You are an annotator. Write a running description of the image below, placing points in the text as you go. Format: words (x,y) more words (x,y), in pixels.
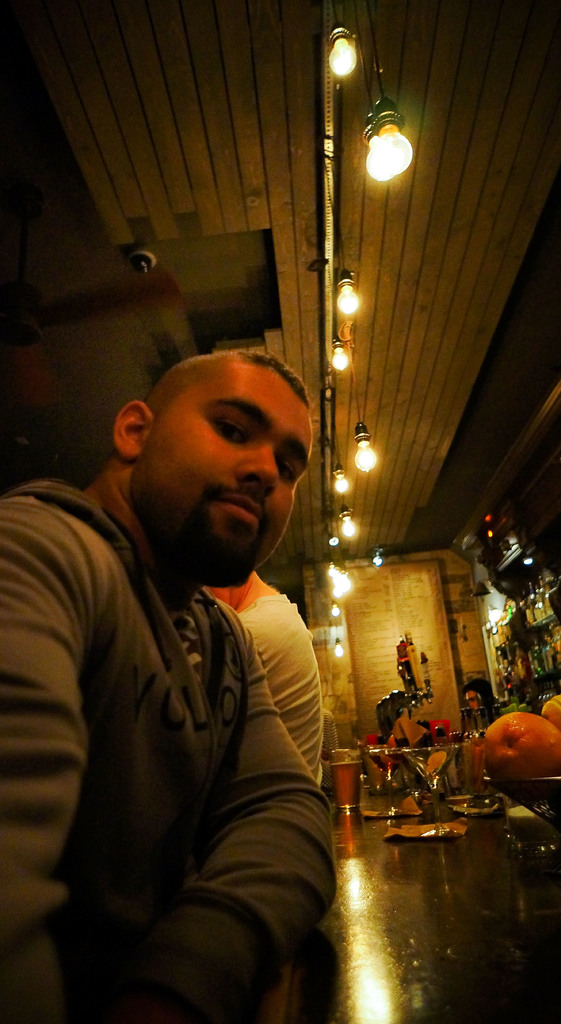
On the left side of this image (128,862) there are two persons (263,645). One person (191,521) is smiling and looking at the picture. On the right side (459,963) there is a table (470,891) on which bowls (545,801), glasses (402,771), fruits (519,758) and some other objects (408,805) are placed. In the background (433,639) there are few objects (379,635). At the top of the image (338,171) I can see the lights (338,468) to the roof (421,268).
